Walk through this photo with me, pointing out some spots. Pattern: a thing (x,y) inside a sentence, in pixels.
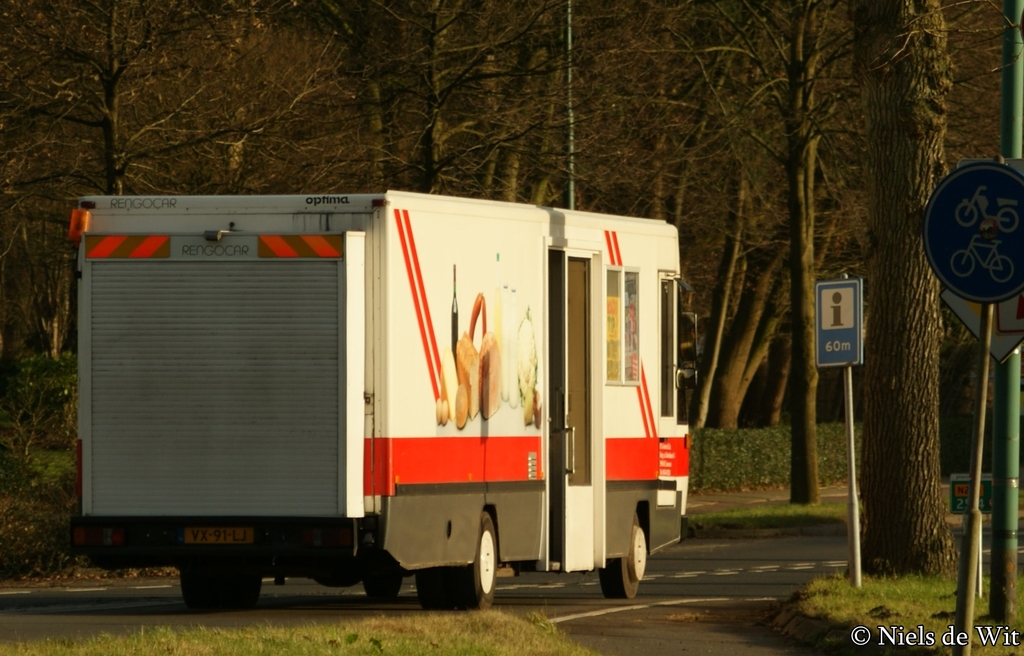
In this image, we can see some trees (711,144). There is a truck (408,288) in the middle of the image (481,395). There are sign boards (963,295) on the right side of the image (856,350).
